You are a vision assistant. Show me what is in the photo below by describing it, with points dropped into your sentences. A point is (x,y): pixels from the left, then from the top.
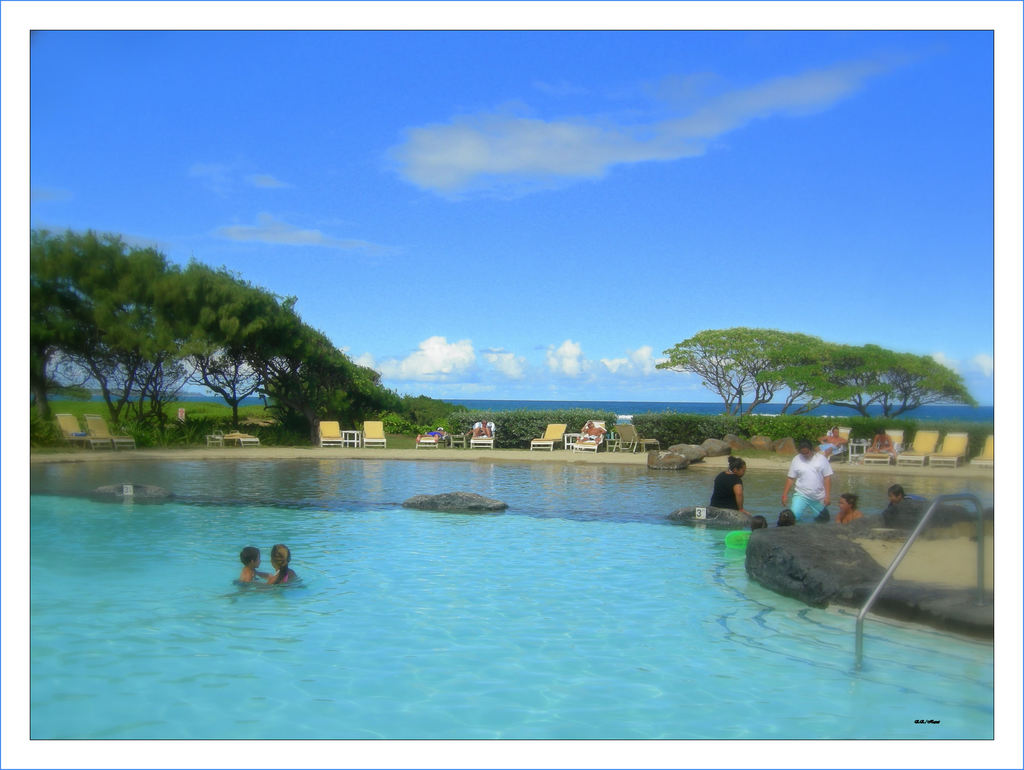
In this image, there are a few people (799,488). Among them, some people (740,482) are in the water (358,601). We can also see a metal object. There are a few chairs (915,458), trees (790,376), plants (265,438). We can see the ground (204,447) with some grass (308,445). We can also see the sky (421,365) with clouds (429,340).
